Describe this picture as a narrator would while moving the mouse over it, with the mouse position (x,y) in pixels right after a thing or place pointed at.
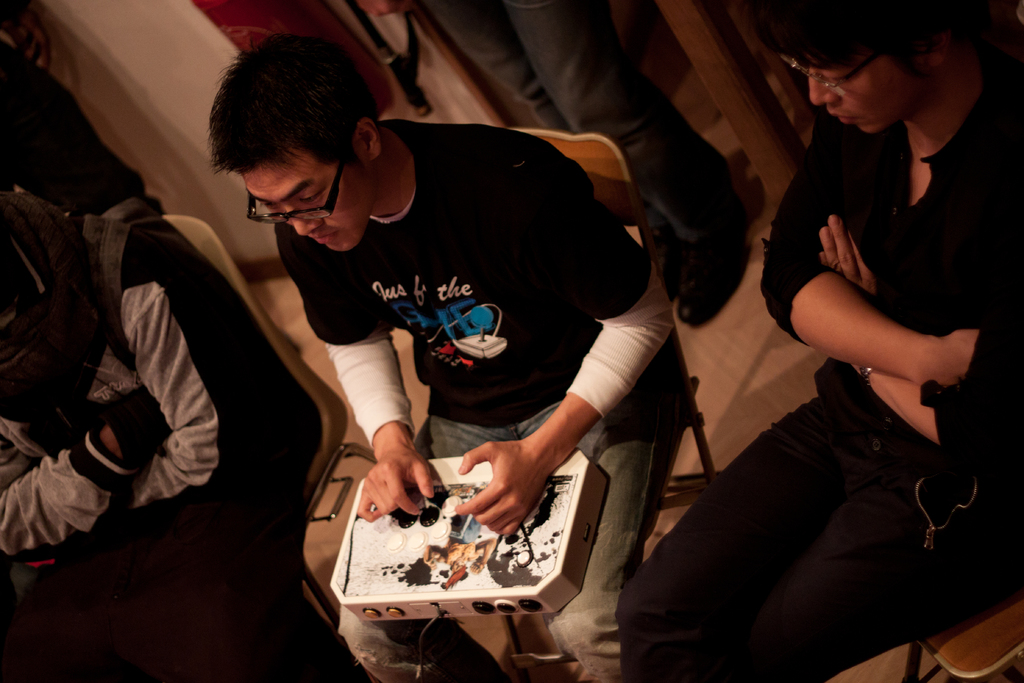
In this image I can see a few people (899,299) sitting and one person (479,41) standing and a person (549,210) sitting in the center of the image (668,356) is holding an electric object (559,524) in his hands (484,498).
